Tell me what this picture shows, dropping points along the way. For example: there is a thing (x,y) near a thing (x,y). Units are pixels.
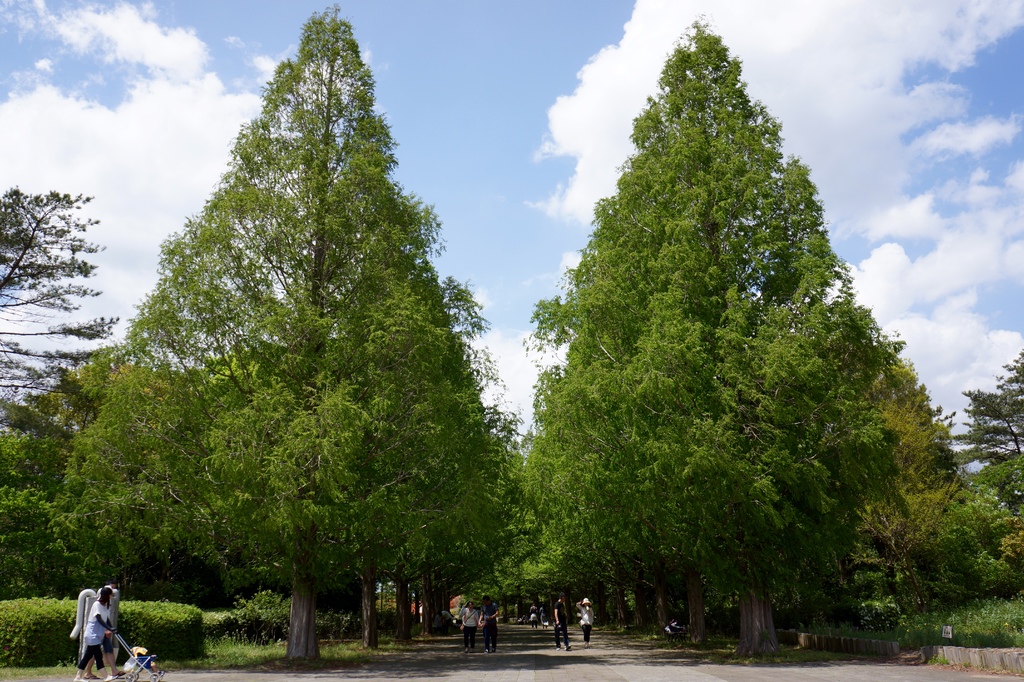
In the center of the image (664,436) there are trees (205,304). At the bottom of the image (411,673) there is a road (455,677) and people (470,610) walking on it. At the top of the image (443,30) there is sky (472,9).
